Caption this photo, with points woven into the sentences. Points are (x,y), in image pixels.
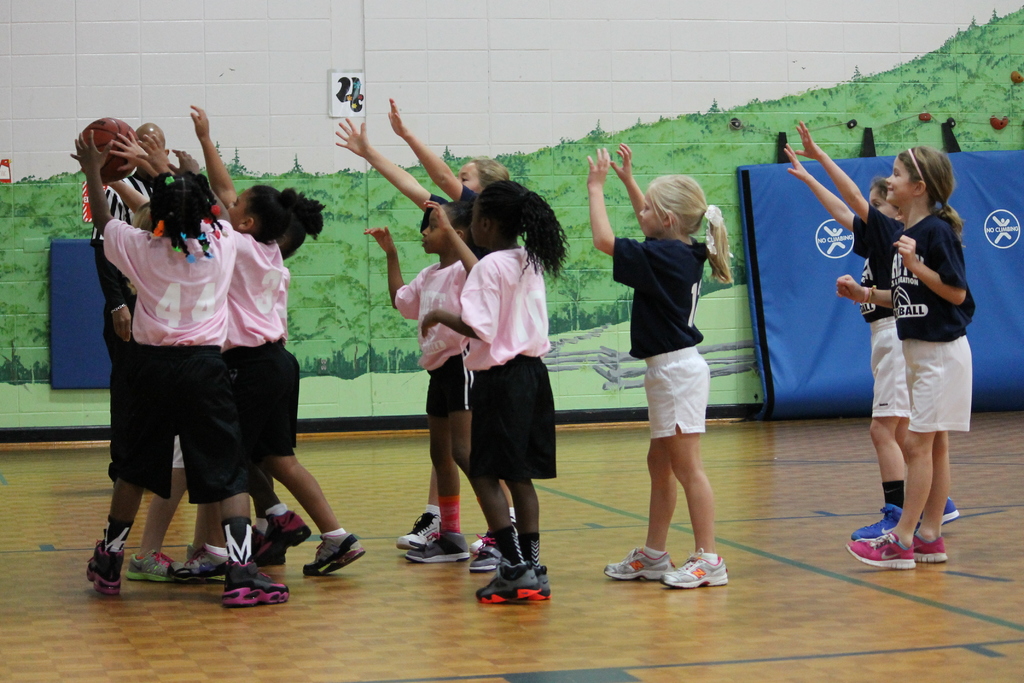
In this image we can see children (649,409) standing on the floor (185,655) and few of them are holding a ball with their hands (138,155). In the background (4,277) we can see painting (513,161) on the wall (733,179) and other objects (834,237).
